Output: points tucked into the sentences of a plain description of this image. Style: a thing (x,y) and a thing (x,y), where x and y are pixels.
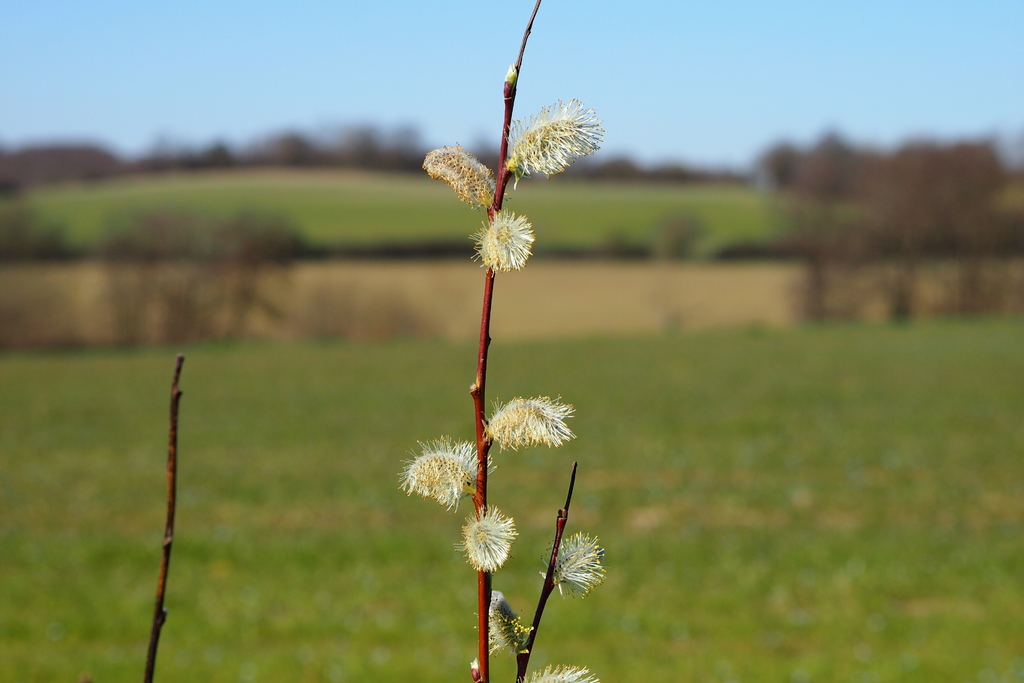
In the center of the image (494,245) we can the plant (554,570). We can also see the stem (164,571) and the background (193,420) is blurred with the grass (701,231), trees (811,187) and also the sky (947,92).
